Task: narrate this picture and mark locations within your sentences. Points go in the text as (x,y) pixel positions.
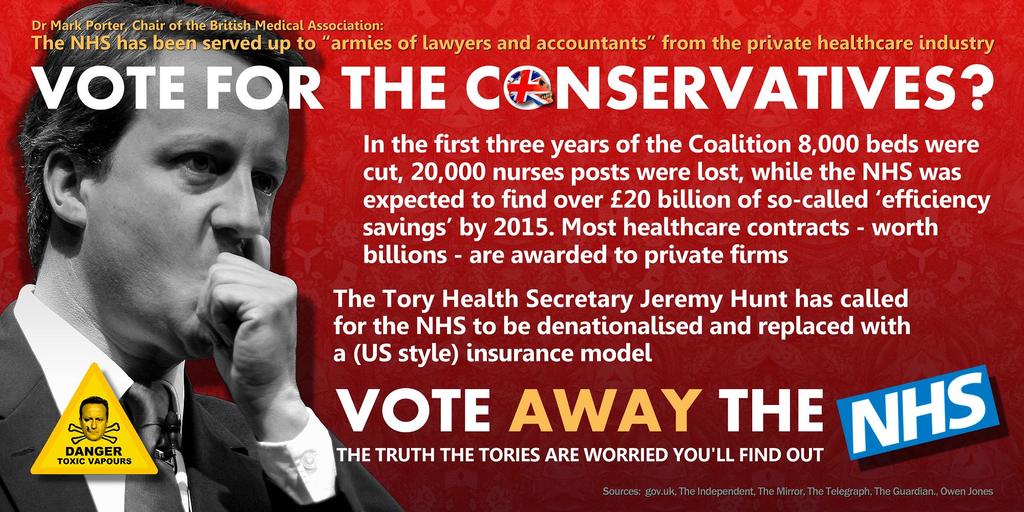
In this image I can see a black and white image of a man (184,273). The man (186,437) is wearing a tie (143,427), a shirt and a coat (37,408). Here I can see some text (607,185) on the image. Here I can see a logo (83,442) on the image.
